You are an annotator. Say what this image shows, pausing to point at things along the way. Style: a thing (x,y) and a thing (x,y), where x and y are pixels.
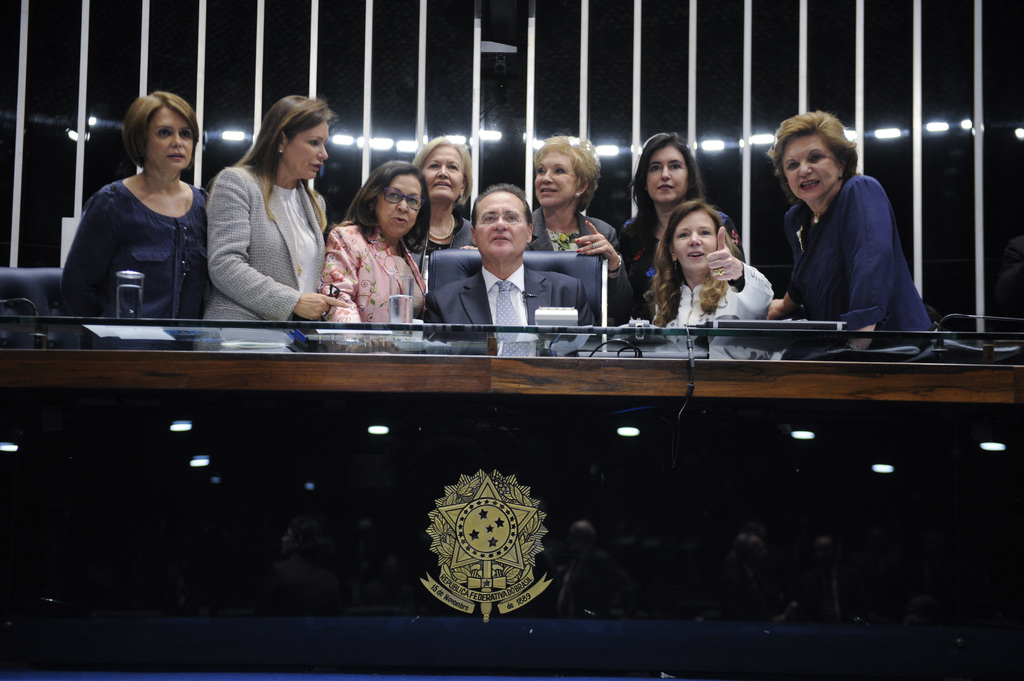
In the picture there is a man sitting on the chair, there are many women (681,140) standing near to the man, there is a table (756,643) in front of them, there are cables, there is a bottle (131,277), there are many lights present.
